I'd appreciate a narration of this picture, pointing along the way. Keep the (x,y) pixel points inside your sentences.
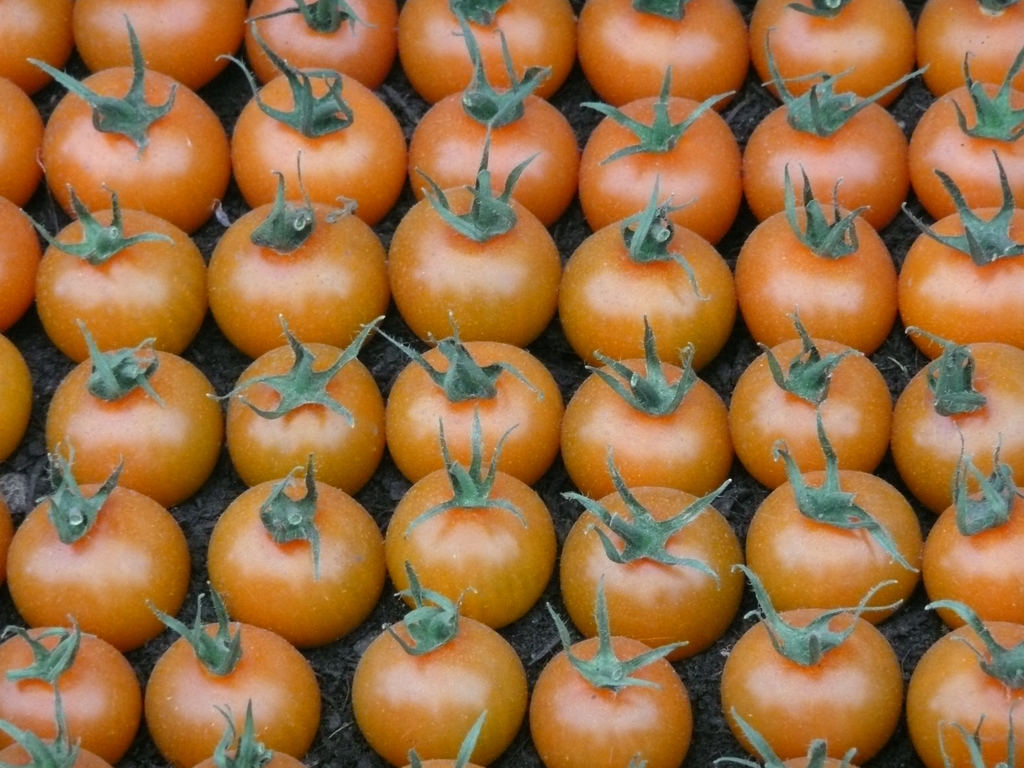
In this image, we can see some tomatoes (360,248) are placed on the ground (906,358).
